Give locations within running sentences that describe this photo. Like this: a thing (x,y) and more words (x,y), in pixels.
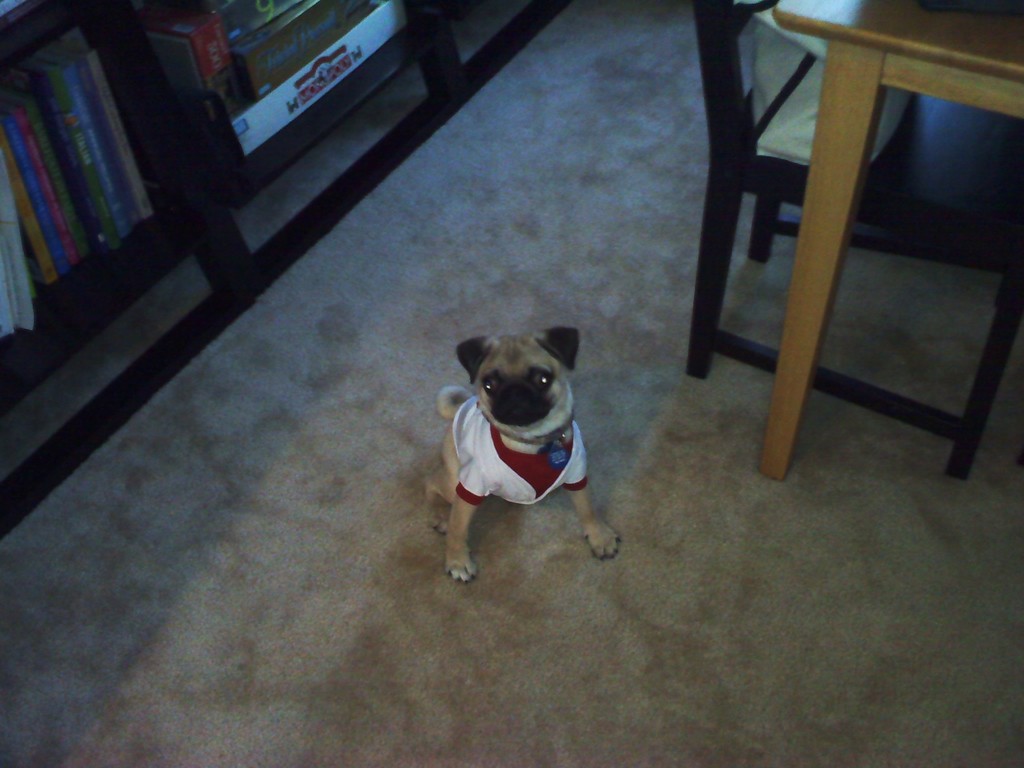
In this image I can see a dog (478,481), in the background (60,65) I can see number of books (113,198).
